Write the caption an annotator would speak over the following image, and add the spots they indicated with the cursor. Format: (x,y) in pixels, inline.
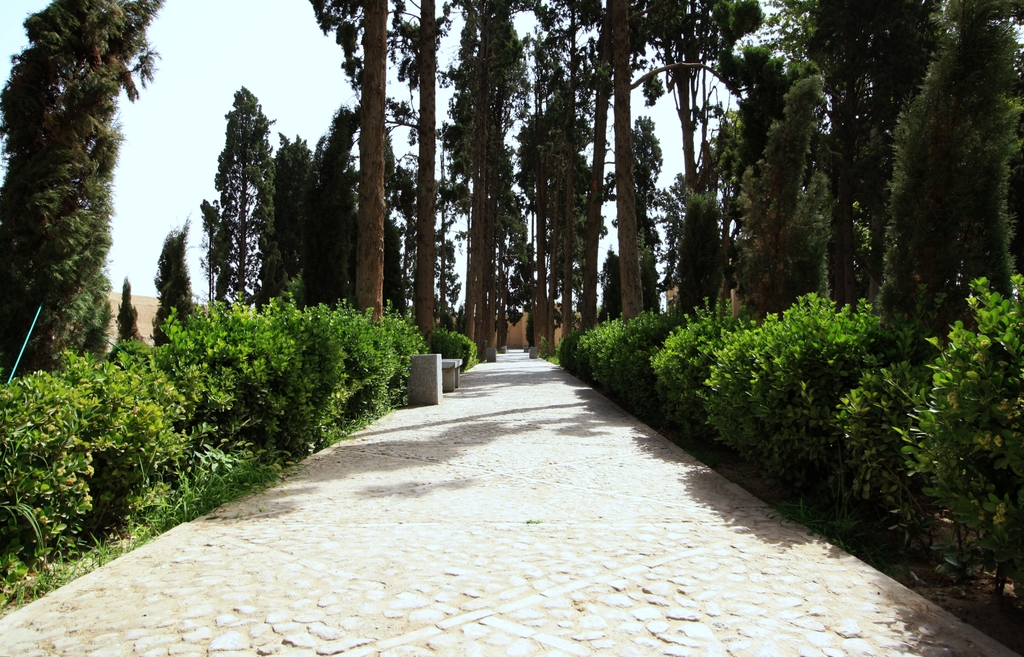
In this image I can see the road (473,452). To the side of the road (454,492) there are many plants (777,411) and trees (542,296) which are in green color. In the back (202,85) I can see the sky (194,110).
